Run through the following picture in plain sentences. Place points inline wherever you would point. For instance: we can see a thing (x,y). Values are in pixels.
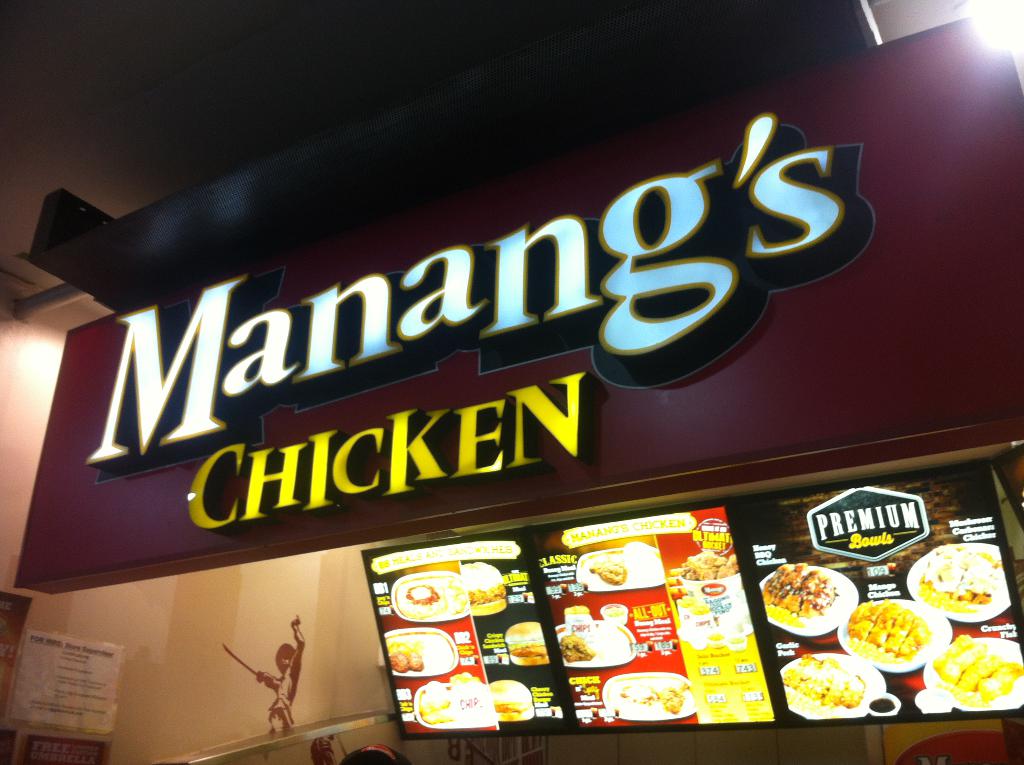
In this image there is a light board (432,513), screens (419,577) with food items (626,557) and prices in it, papers (23,611) stick to the wall (217,600).
